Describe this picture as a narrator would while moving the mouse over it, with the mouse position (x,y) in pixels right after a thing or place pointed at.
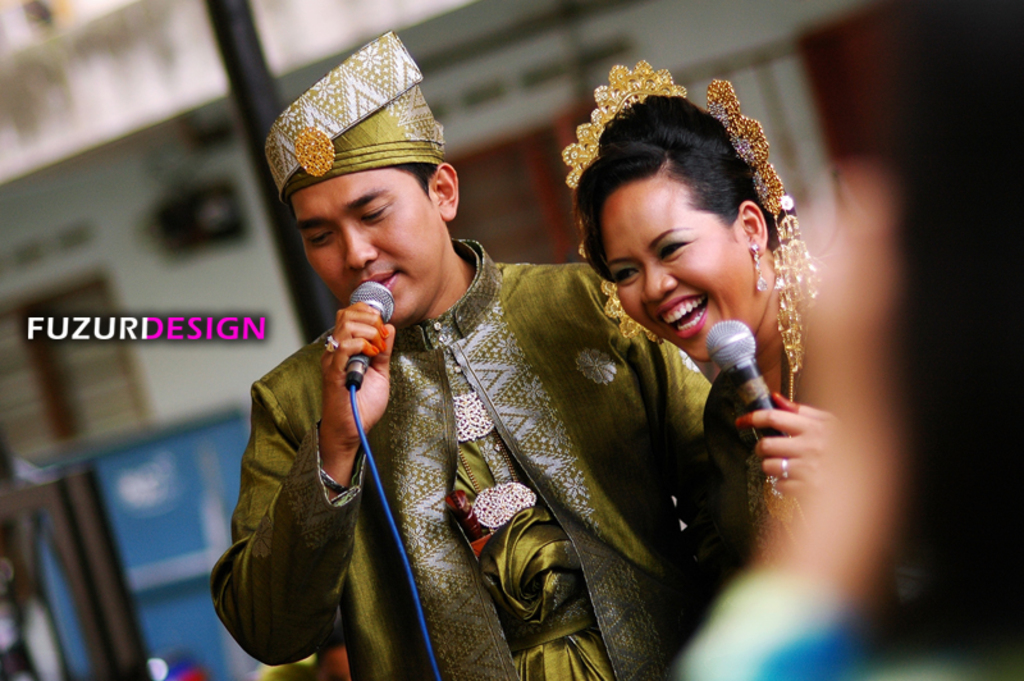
In this image a well dressed man (565,309) and a woman (705,318) are holding mics (748,358) in their hands (773,426). The background (145,86) is blurry. There is also a logo (160,321).
